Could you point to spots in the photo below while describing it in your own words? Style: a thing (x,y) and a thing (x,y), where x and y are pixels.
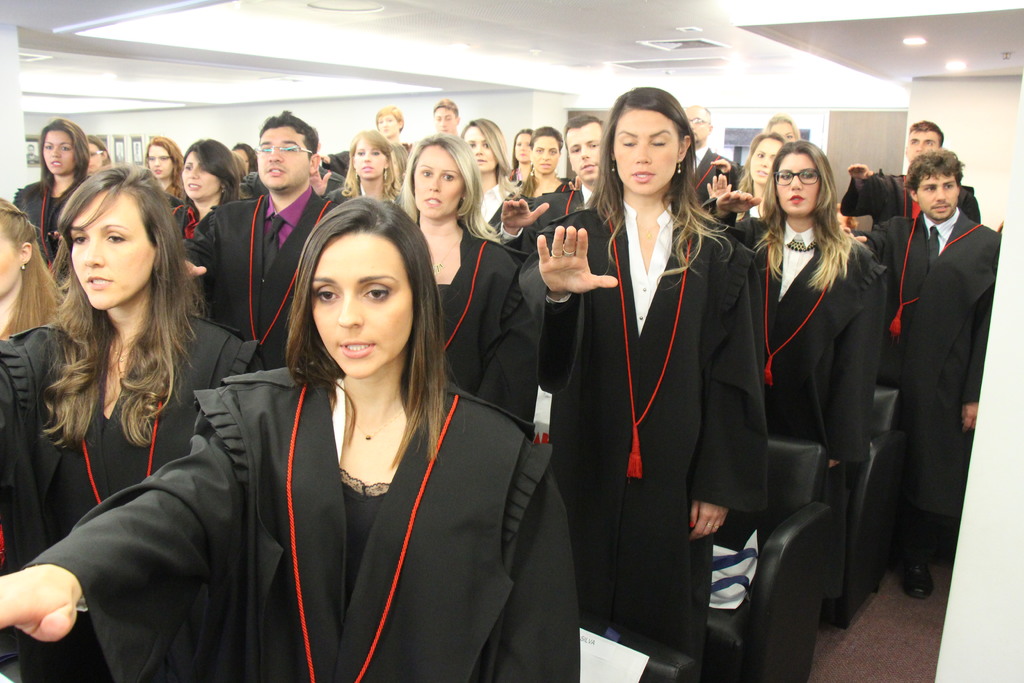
In the picture we can see many men (925,555) and women (447,545) are standing and taking an oath raising their hands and they are in black dresses (539,671) and behind them, we can see chairs (867,583) which are black in color and to the ceiling (684,10) we can see some lights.
